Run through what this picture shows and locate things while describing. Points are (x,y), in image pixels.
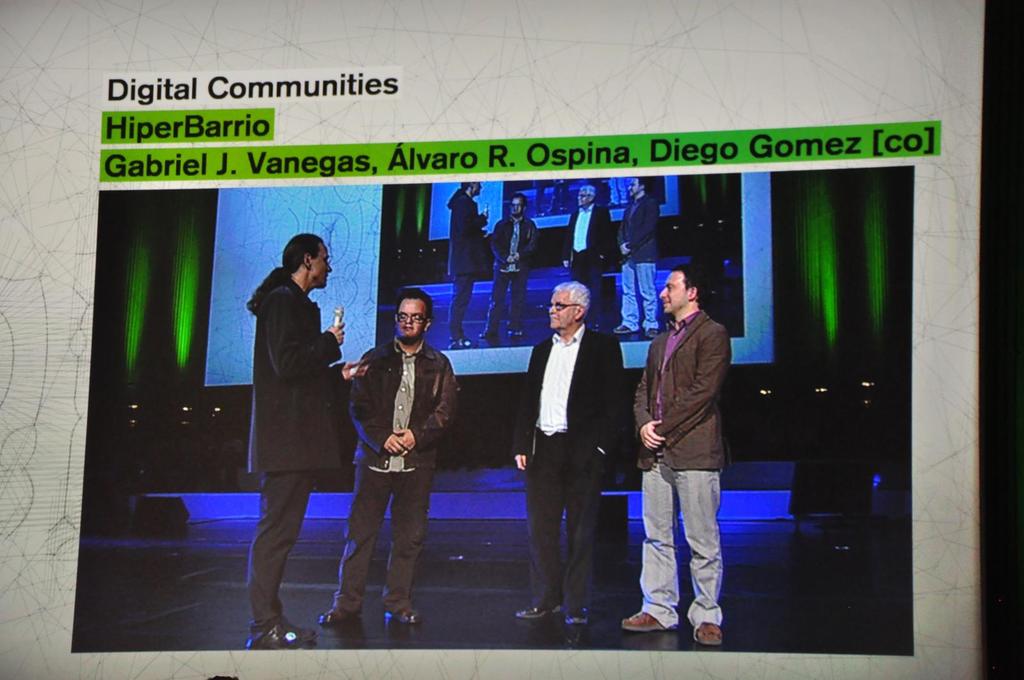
In this picture I can see there are four people (420,458) standing and among them the person (331,348) on to left (336,333) is holding the microphone (341,312) and in the backdrop (359,318) there is a screen (536,274) and there is something written on the picture.
